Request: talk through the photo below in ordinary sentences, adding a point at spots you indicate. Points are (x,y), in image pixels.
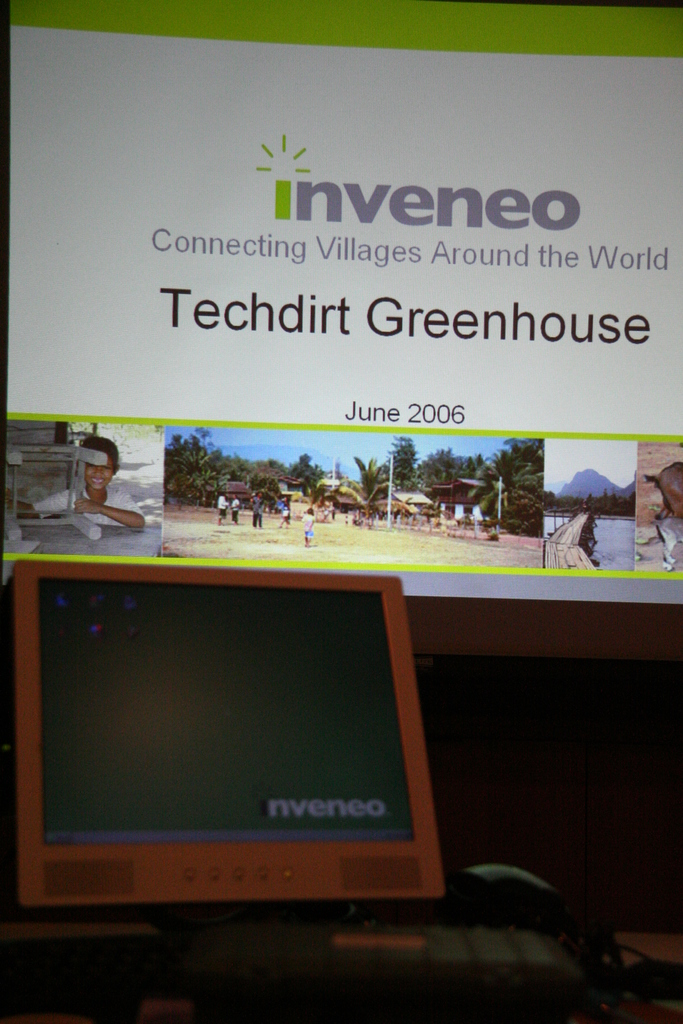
In this image we can see a monitor (255,587), keyboard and some wires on a table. On the backside (533,467) we can see a display screen (84,507) in which we can see some pictures (549,560) and text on it.
